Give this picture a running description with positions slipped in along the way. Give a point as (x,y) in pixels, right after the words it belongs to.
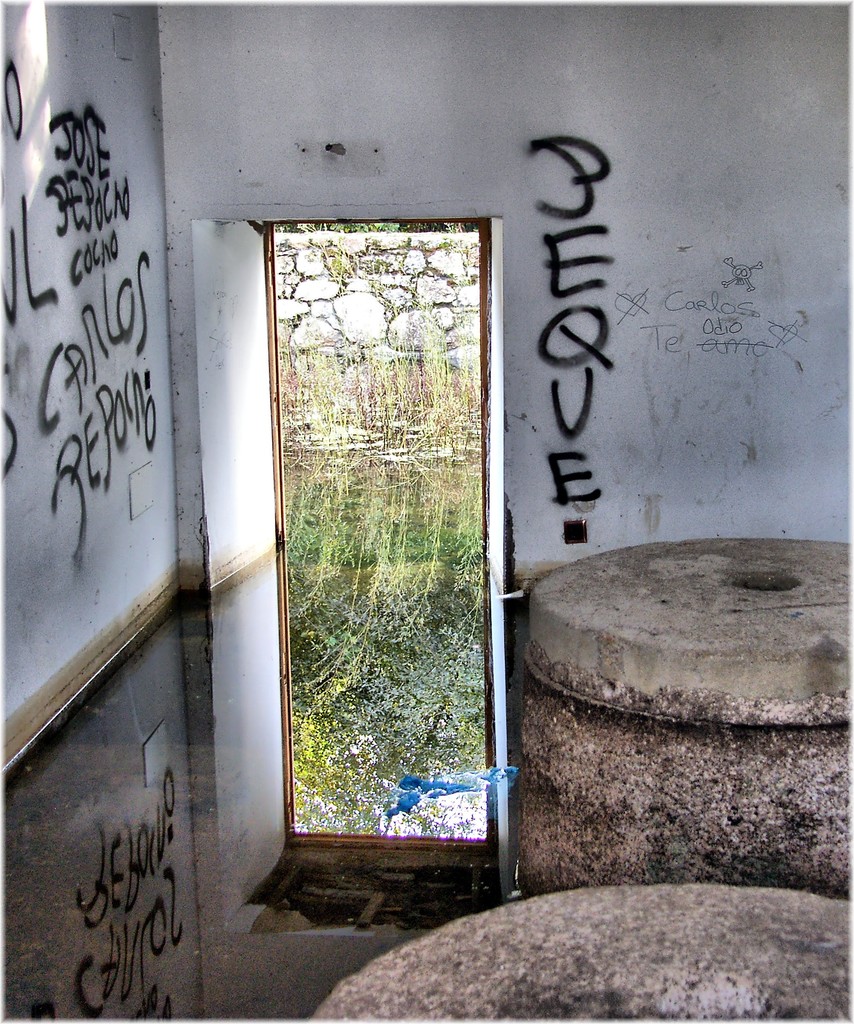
This image is taken indoors. On the right side of the image (662,932) there are two concrete objects (610,919) on the floor (385,946). In the middle of the image (345,420) there are two walls (125,336) with text (110,393) on them and there is a way (341,748). There are a few plants (360,621) on the ground (375,574).
